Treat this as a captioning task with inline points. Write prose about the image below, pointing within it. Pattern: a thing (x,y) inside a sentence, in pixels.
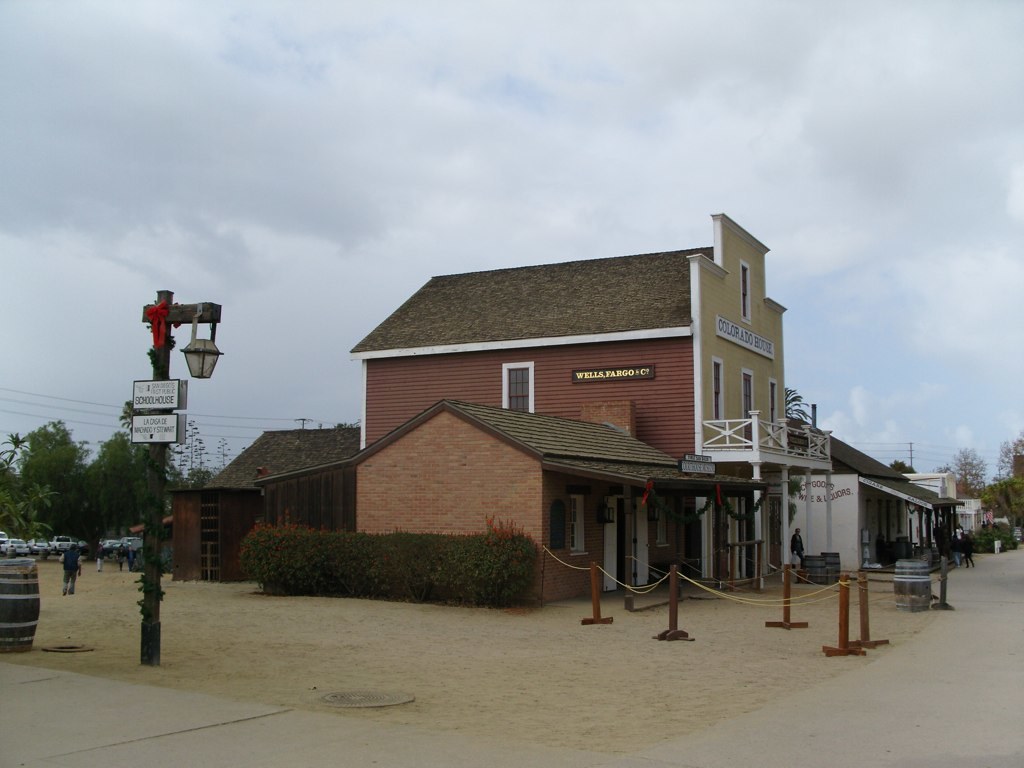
In this picture I can see vehicles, there are barrels (33,595), boards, there are group of people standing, there are plants (8,455), trees (2,469), there are buildings (394,330), and in the background (658,96) there is the sky (406,79).
